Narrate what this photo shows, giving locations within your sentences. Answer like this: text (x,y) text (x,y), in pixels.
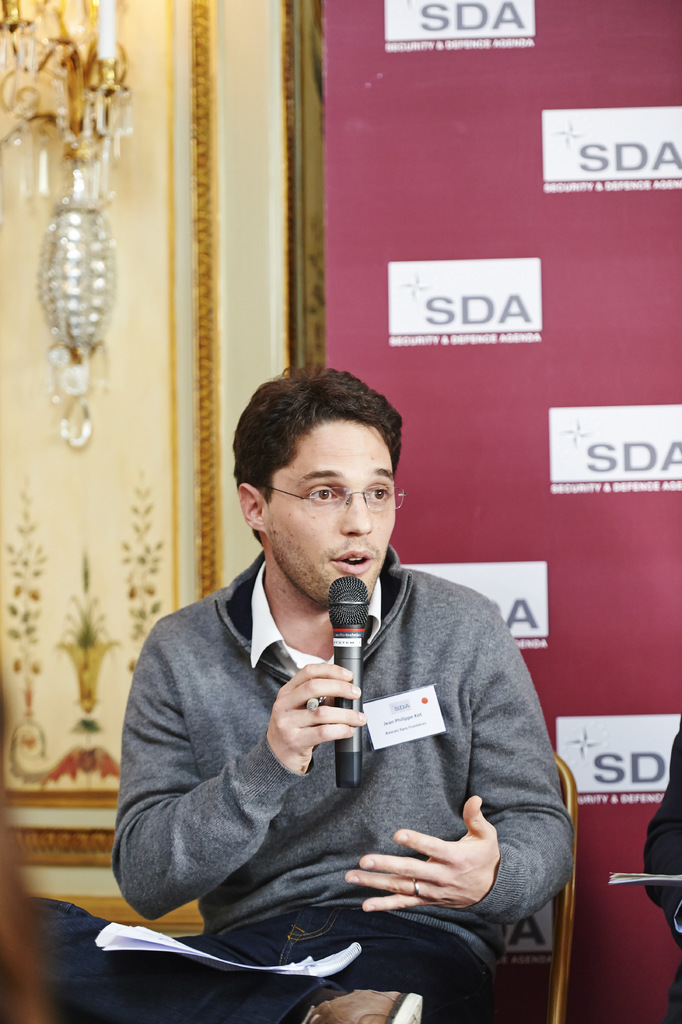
In this picture we can see a man (472,632) who is sitting on the chair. He is holding a mike (347,632) with his hand (334,670) and he has spectacles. On the background (427,379) we can see a banner (518,310).
